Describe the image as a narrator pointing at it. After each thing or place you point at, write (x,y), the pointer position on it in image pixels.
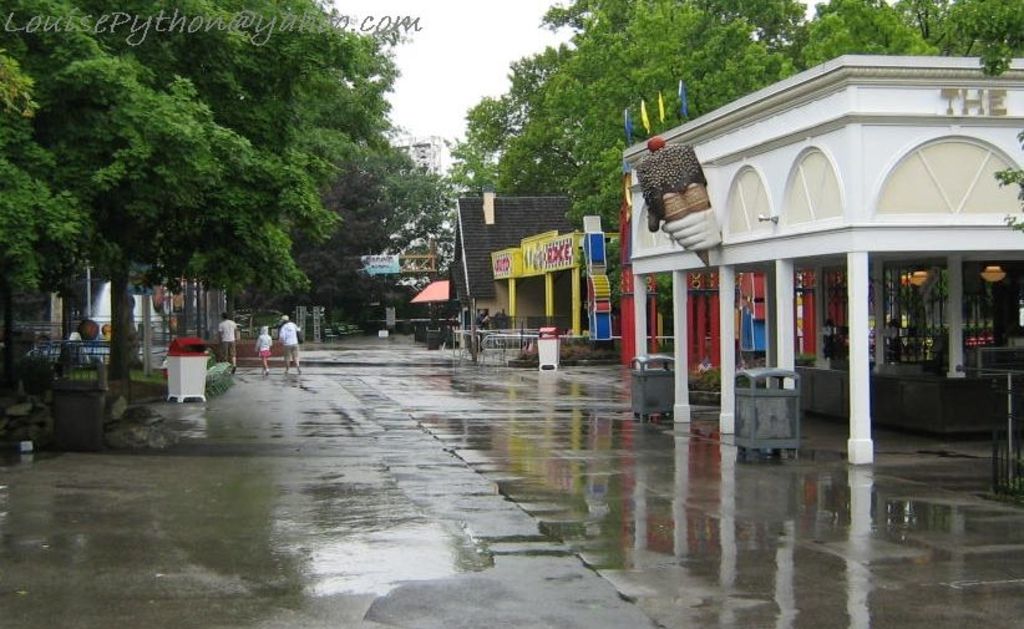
This picture is clicked on road (420,519). There are people (292,342) walking on road (280,368). The road (605,414) is completely wet. To the left corner of the image (68,155) there are trees (157,151) and a dustbin (181,360). To the right corner (844,200) there is a building (813,204). To one of the building (634,203) there is sculpture (685,202) of ice cream (686,202) and also flags (662,112) above the same building (676,130). There is text (102,31) to the top left corner of the image (113,24).
